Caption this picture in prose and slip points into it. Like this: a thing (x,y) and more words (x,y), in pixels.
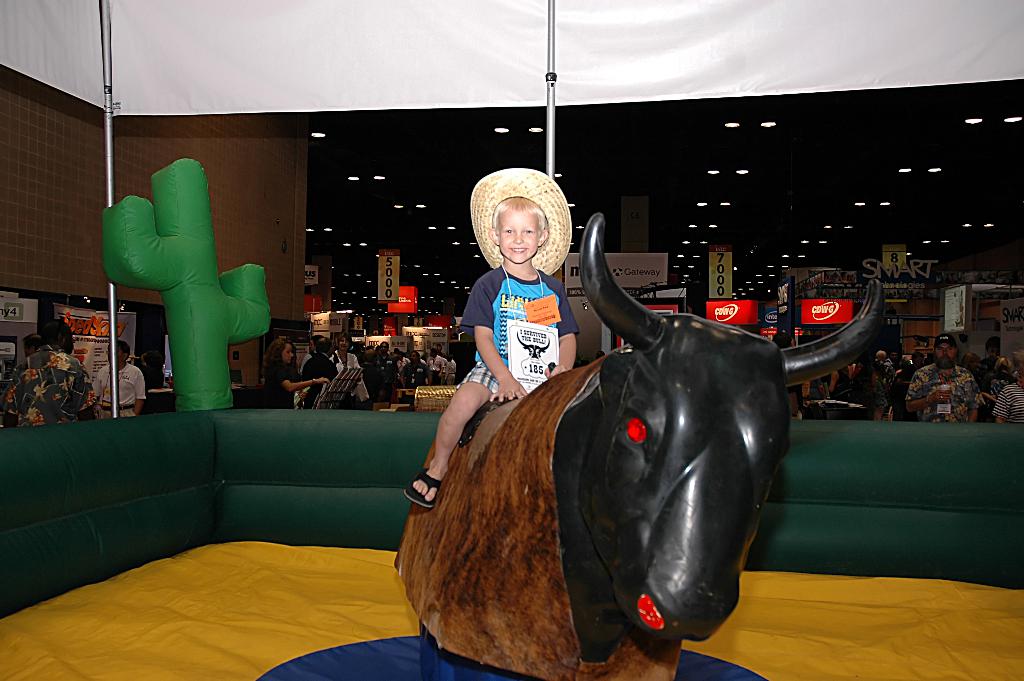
In this image I can see a statue (578,556) which is black in color and on it I can see a child (510,272) sitting. I can see inflated object (259,522) around the statue (440,560), few persons (949,372), few booths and few lights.
